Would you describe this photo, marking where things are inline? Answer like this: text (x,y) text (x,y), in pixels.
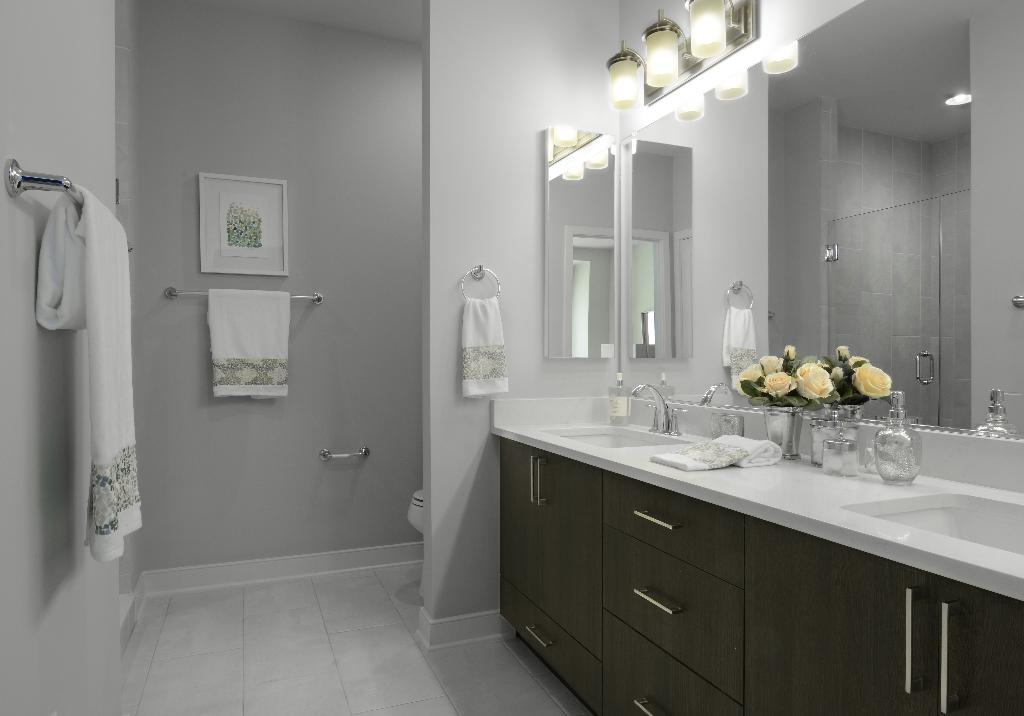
In this image we can see a toilet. There is a mirror (854,270) in the image. There are towels (258,394) in the image. There are few objects (834,437) placed on the surface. There are few lamps (660,48) attached to a wall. There is a photo frame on the wall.
